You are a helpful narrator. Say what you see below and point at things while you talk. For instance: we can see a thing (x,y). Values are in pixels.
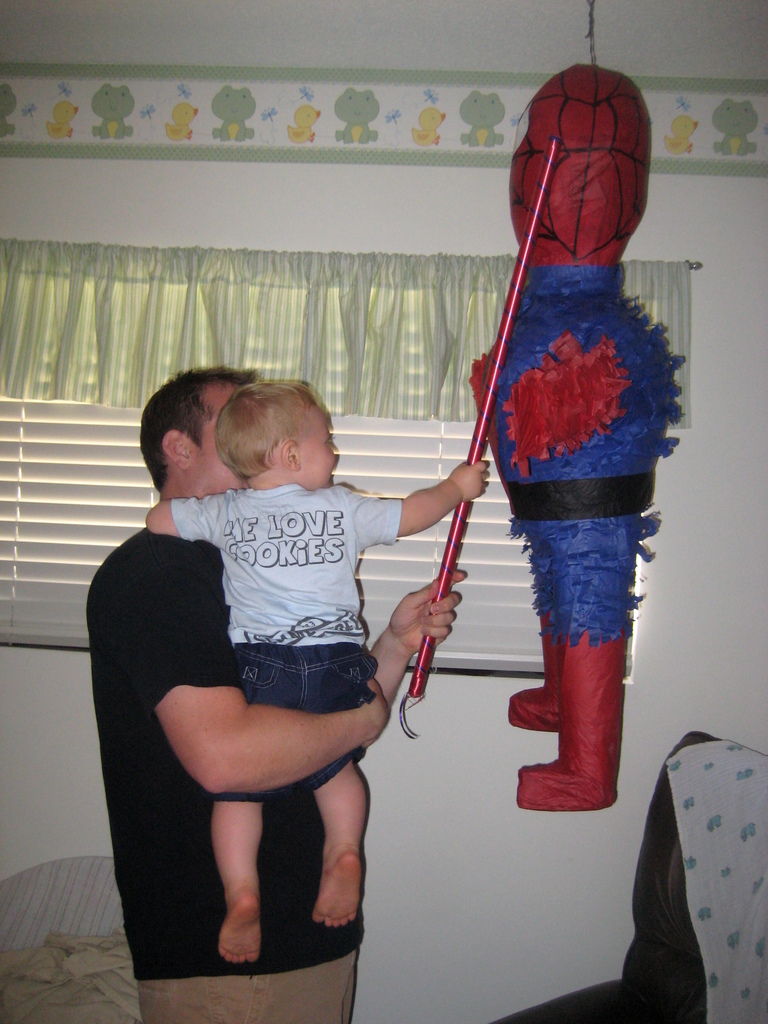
In this image I can see a person (176,804) standing wearing black shirt (177,881), cream pant (192,985) and holding a baby (287,677). The baby (294,645) is wearing white shirt (311,603), blue short (298,669) and I can see a stick (481,434) in red color, a toy (599,442) in red and blue color. Background (69,764) I can see wall (60,747) and curtain (170,322) in white color.
